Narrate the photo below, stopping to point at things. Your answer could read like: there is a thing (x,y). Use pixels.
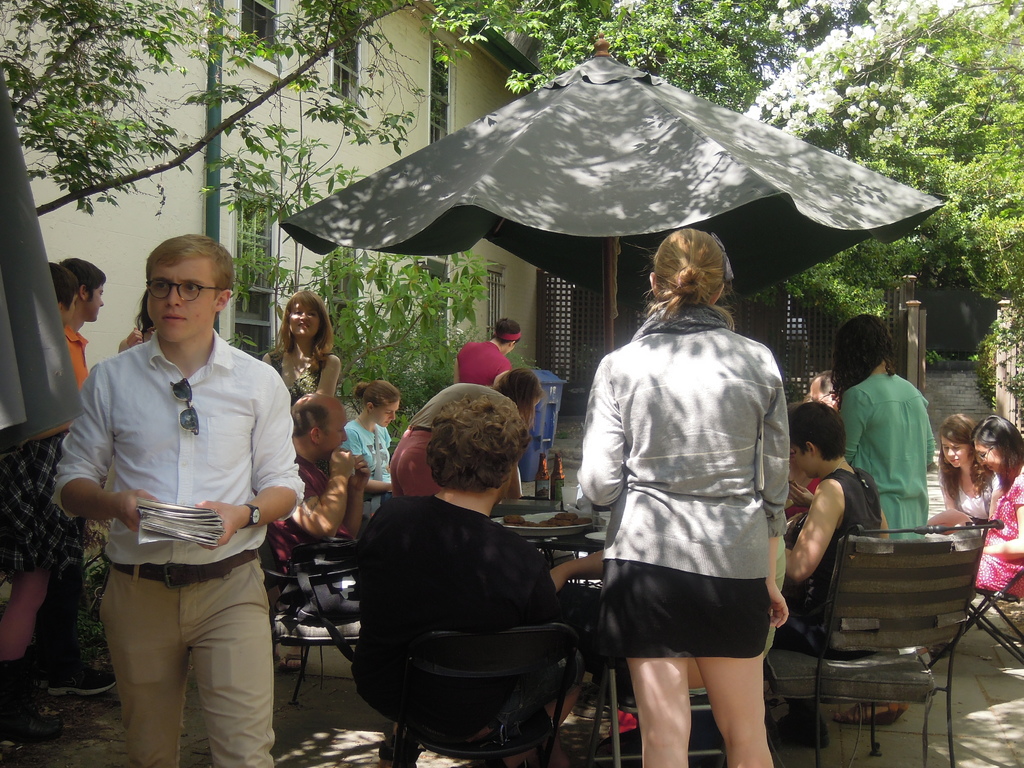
In this image we can see a group of people (417,445). Behind the persons (513,546) there are some chairs (912,571) and objects (574,492) on the table (568,548). On the left side of the image (118,270) there is a building (80,213). Behind the persons (496,539) there are groups of trees (82,195).
